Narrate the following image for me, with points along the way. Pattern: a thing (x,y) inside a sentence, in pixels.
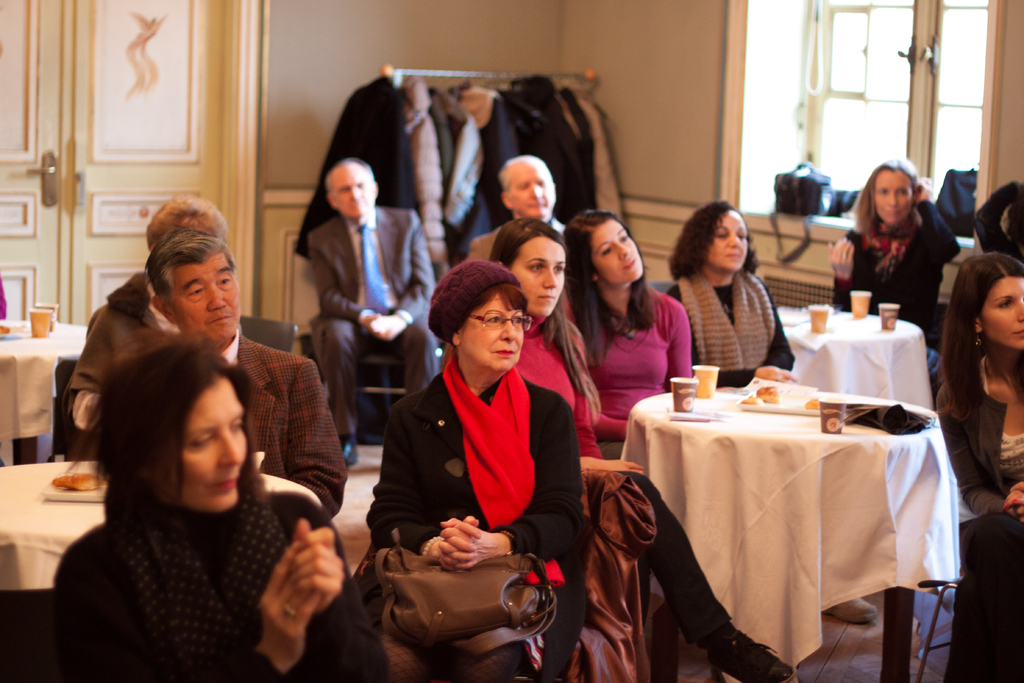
This picture is of inside the room (665,232). In the foreground (622,250) there are group of persons (546,342) sitting on the chairs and there are tables (694,460) on the top of which cups (817,307), food items (751,403) are placed. In the background (777,19) there is a window (803,121) and a window sill (820,226) on the top of which bags (824,197) are placed and there is a stand (474,70) and the clothes (569,143) are hanging on the stand (445,75) and we can see the door (88,114).
